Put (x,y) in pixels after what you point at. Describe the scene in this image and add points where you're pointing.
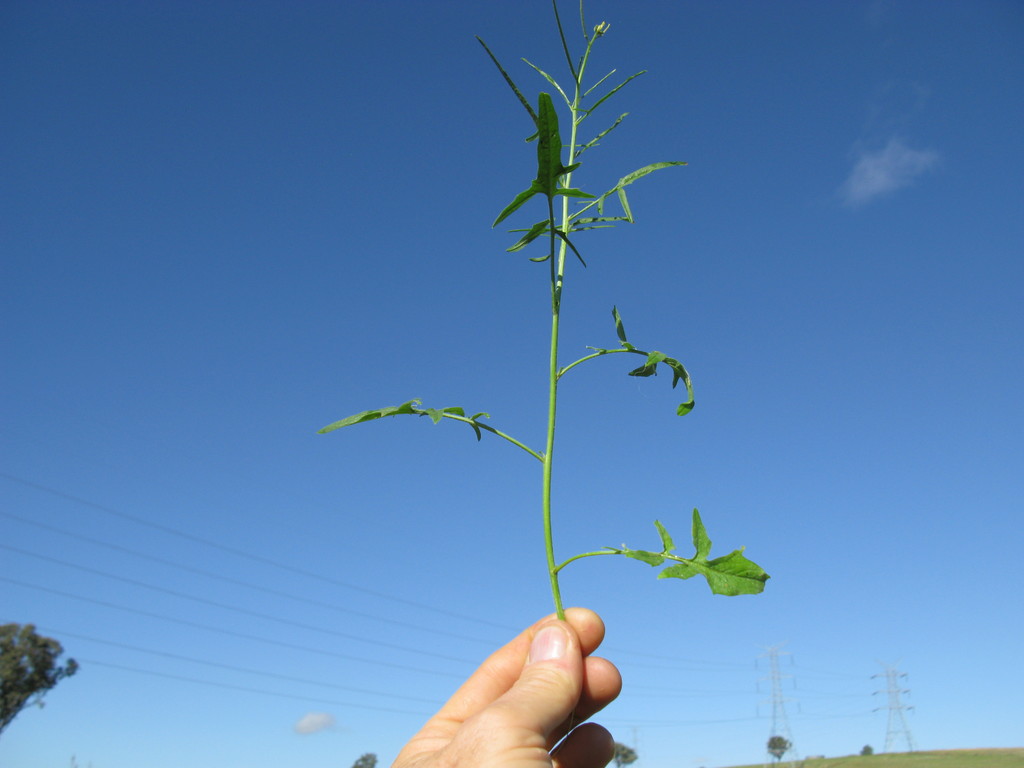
In this picture we can see only a person hand (510,701) and the person (545,652) is holding a stem (562,611). Behind the hand (513,705), there are trees (781,747), electric towers (776,694) with cables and the sky (394,677).
